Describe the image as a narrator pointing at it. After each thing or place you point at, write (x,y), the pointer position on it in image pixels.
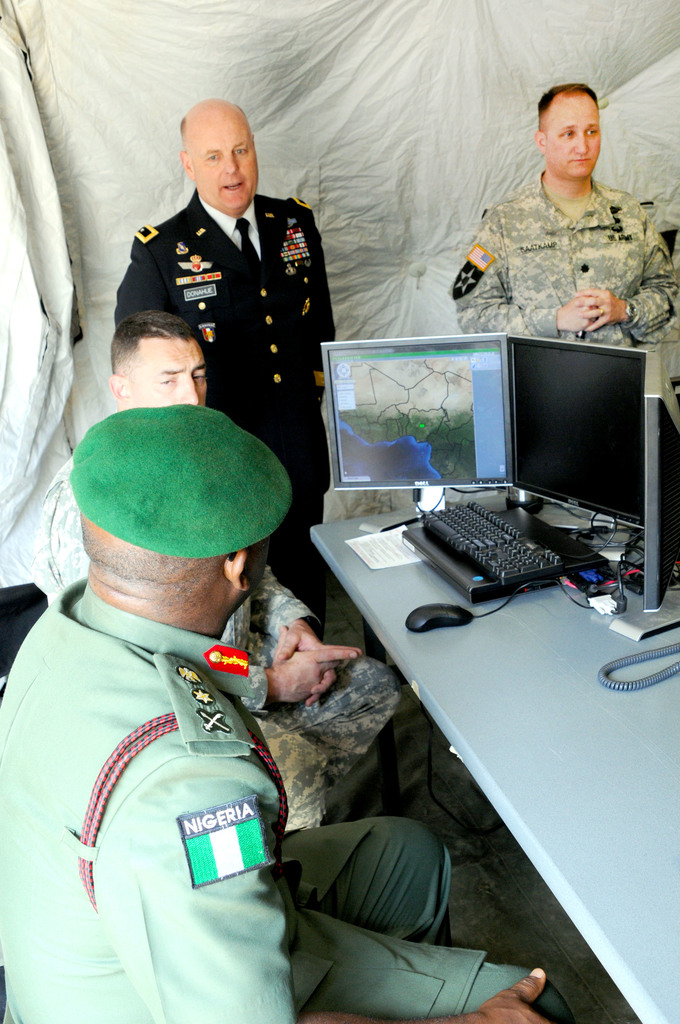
In this picture we can see two persons (148,617) sitting and two persons (165,250) standing. In front of the people (191,671), there is a table (481,727). On the table (471,721), there are monitors (471,445), keyboard (453,528), mouse (444,610), cables (639,577) and papers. Behind the people (261,236), it looks like a tarpaulin sheet (94,103).
